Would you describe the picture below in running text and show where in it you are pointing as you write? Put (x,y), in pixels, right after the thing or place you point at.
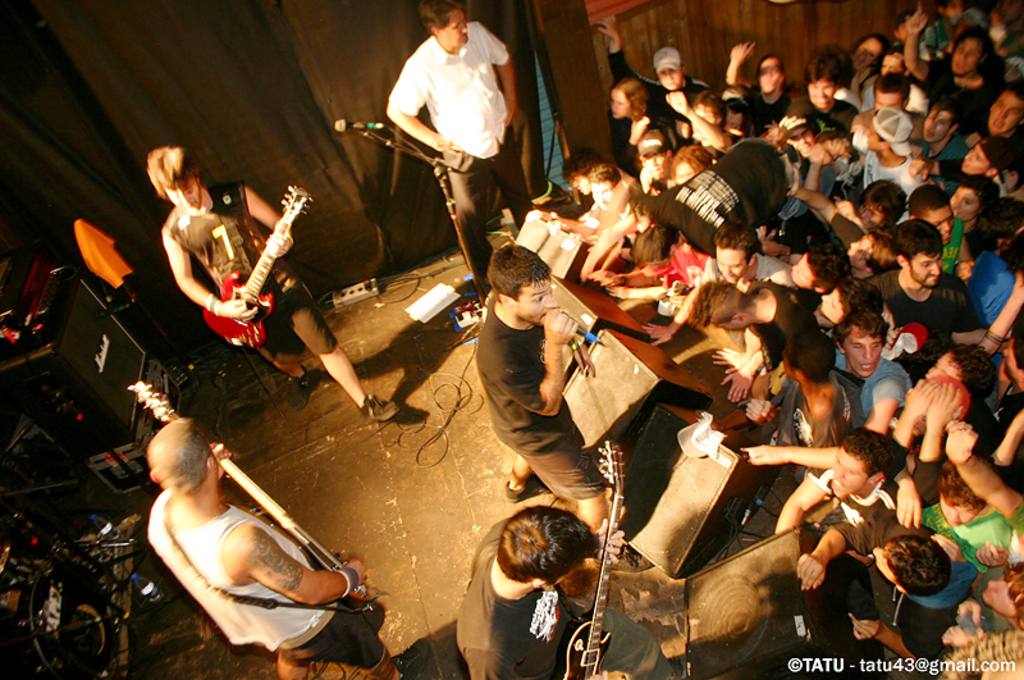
In this image I see number of people (988,10), in which these five persons (620,665) are standing on stage (169,637) and these 3 (304,666) are holding guitars (148,389) and this guys (559,376) holding the mic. I can also see few equipment (99,362) over here and these people (550,213) are standing.
